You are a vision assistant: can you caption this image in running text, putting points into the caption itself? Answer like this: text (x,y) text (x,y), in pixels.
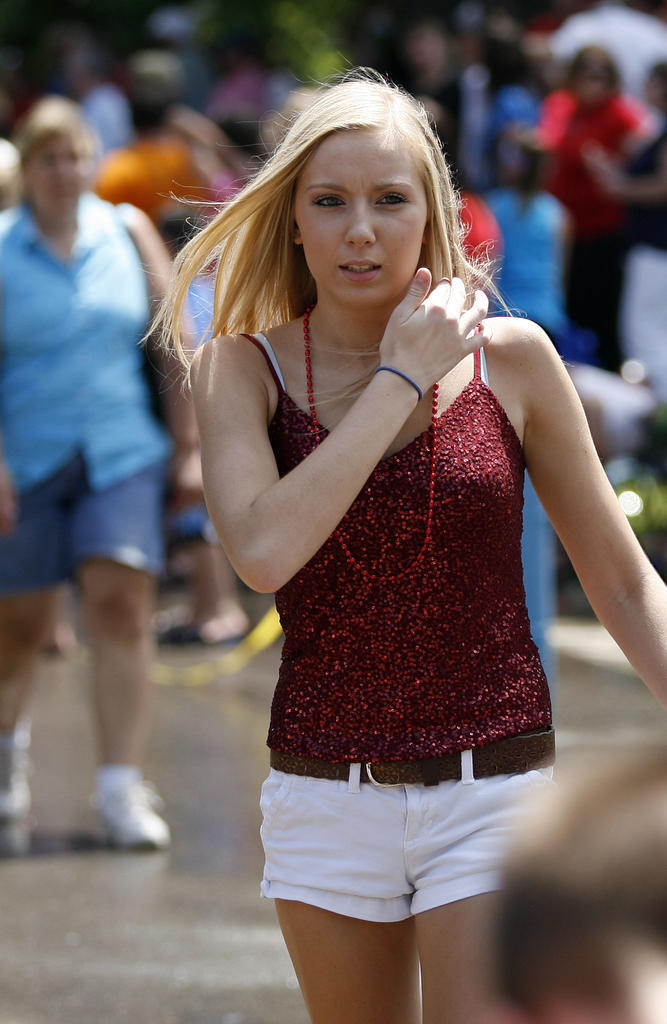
In this image we can see many people (342,541). There is a blur background (325,54) in the image. A lady (136,353) is wearing a handbag (157,403) on her shoulder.
